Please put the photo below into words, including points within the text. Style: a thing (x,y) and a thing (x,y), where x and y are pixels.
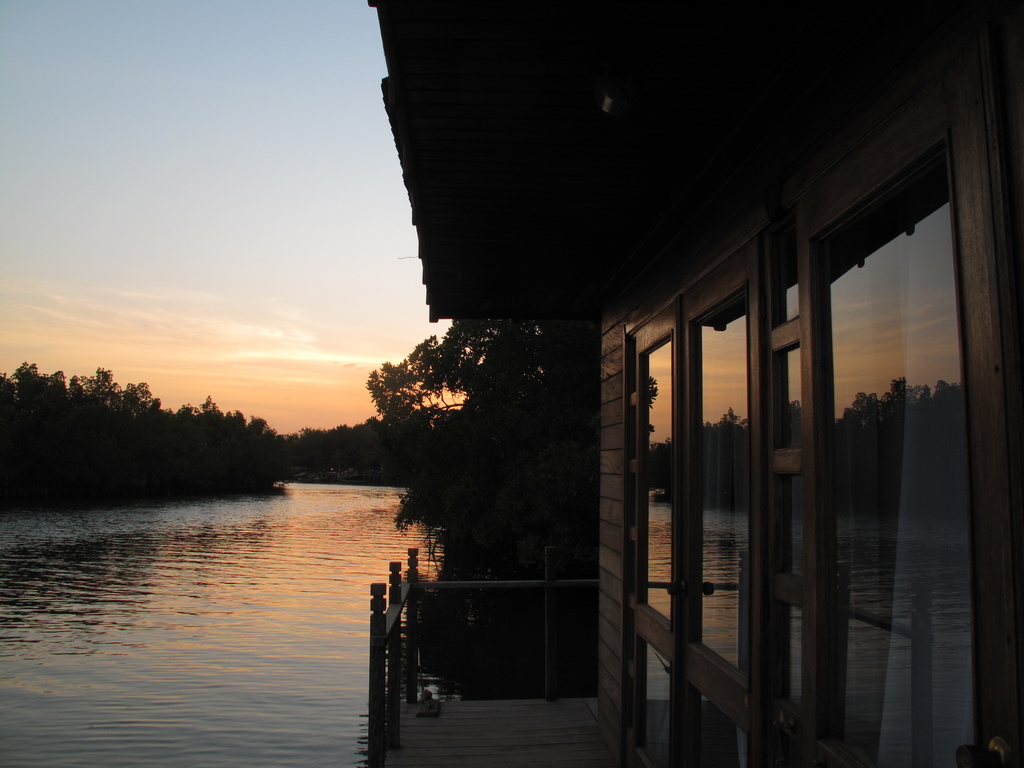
On the right side (742,666), there is a platform (572,708) arranged in the water (542,642). This platform (677,663) is having a roof (679,9), a fence (371,691) and windows (918,376). In the background (470,451), there are trees (586,417) and there are clouds (353,351) in the blue sky (325,80).
